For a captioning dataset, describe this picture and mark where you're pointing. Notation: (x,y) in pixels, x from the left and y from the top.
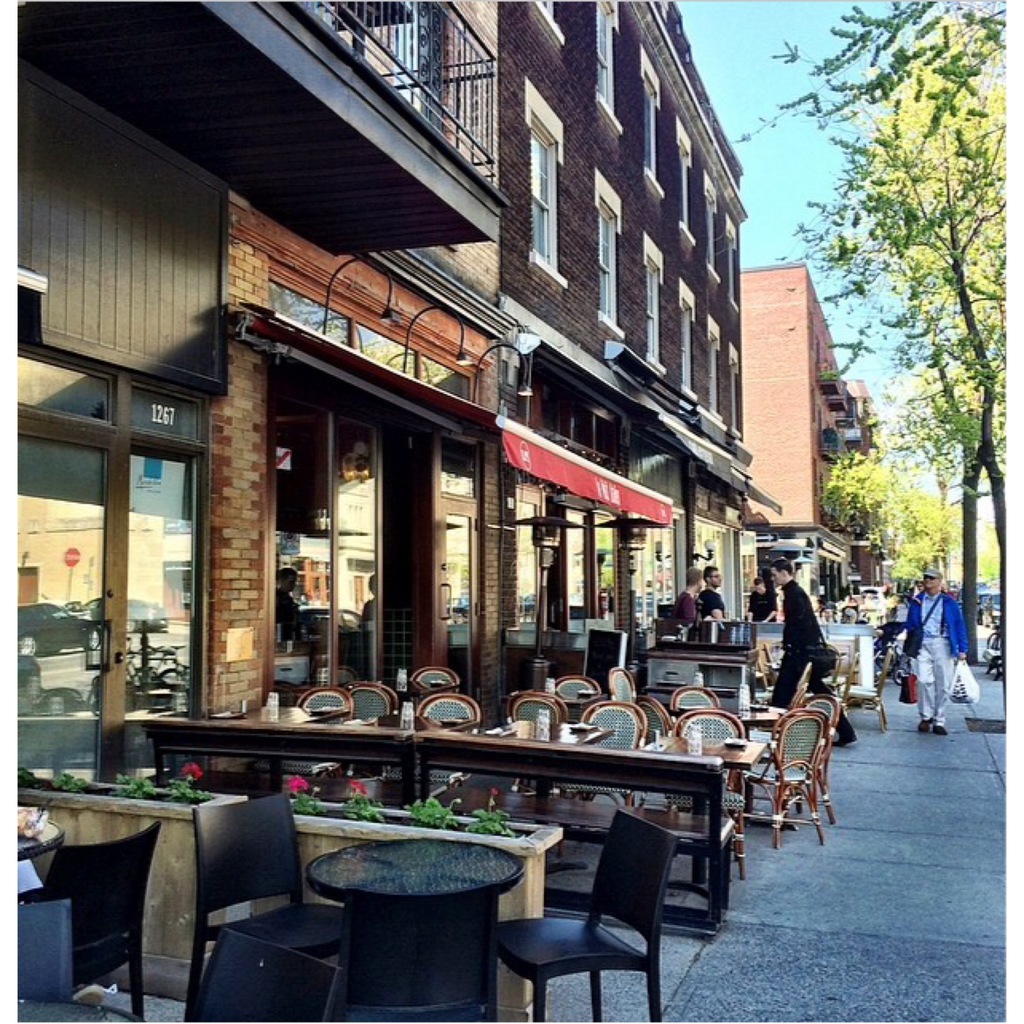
In this picture we can observe some chairs (435,704) around the table (406,879). There are some people (927,641) on the right side (822,605). We can observe buildings (496,322) and trees (927,519). In the background (772,163) there is a sky (778,177).
